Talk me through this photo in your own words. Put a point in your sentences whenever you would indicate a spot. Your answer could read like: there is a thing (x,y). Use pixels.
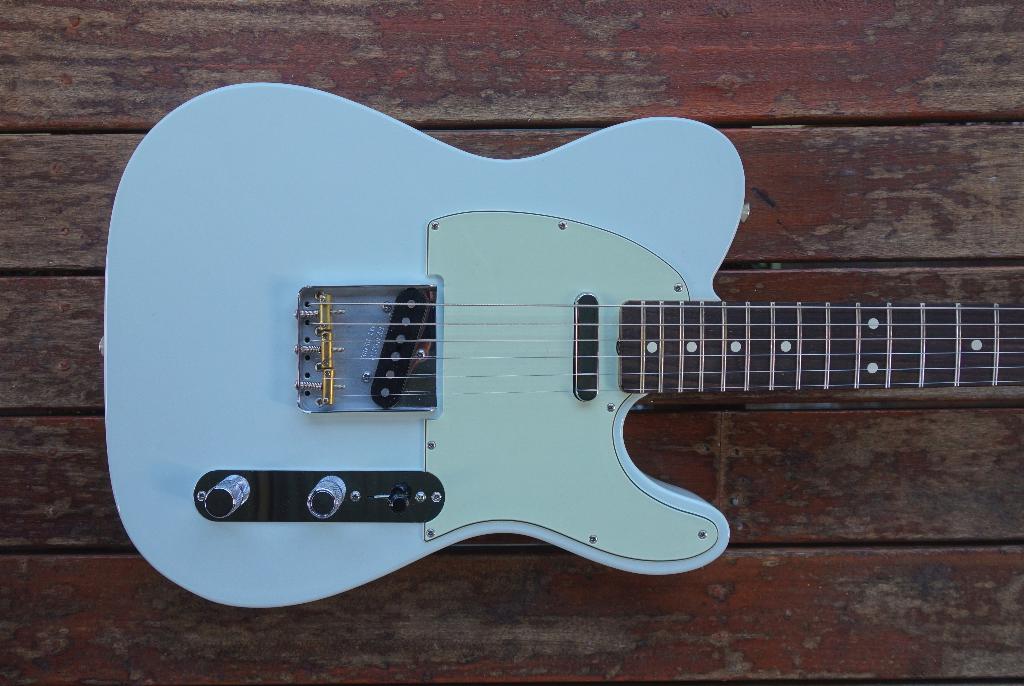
In this picture there is a guitar (488,447) kept on a wooden plank (522,109), there are strings (337,303), knobs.
